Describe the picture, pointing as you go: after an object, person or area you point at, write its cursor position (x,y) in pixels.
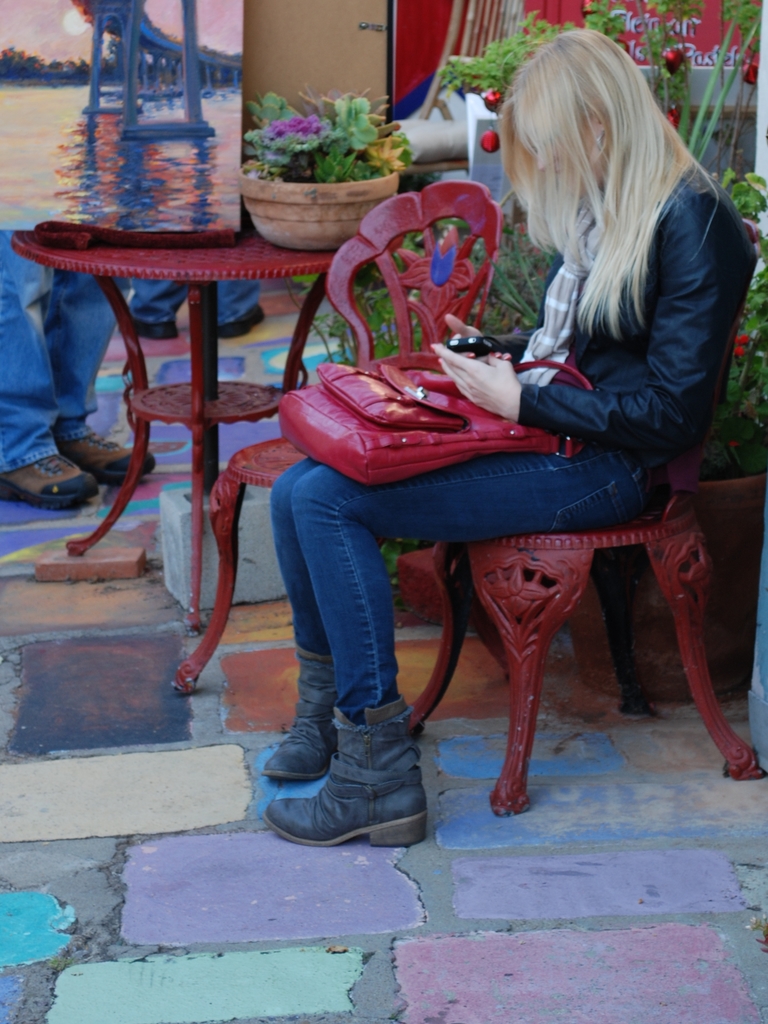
In this picture a lady (583,462) holding a bag (489,440) is sitting on a red chair (519,559). In the background (353,146) we observe few flower pots (321,157), paintings (98,136).
